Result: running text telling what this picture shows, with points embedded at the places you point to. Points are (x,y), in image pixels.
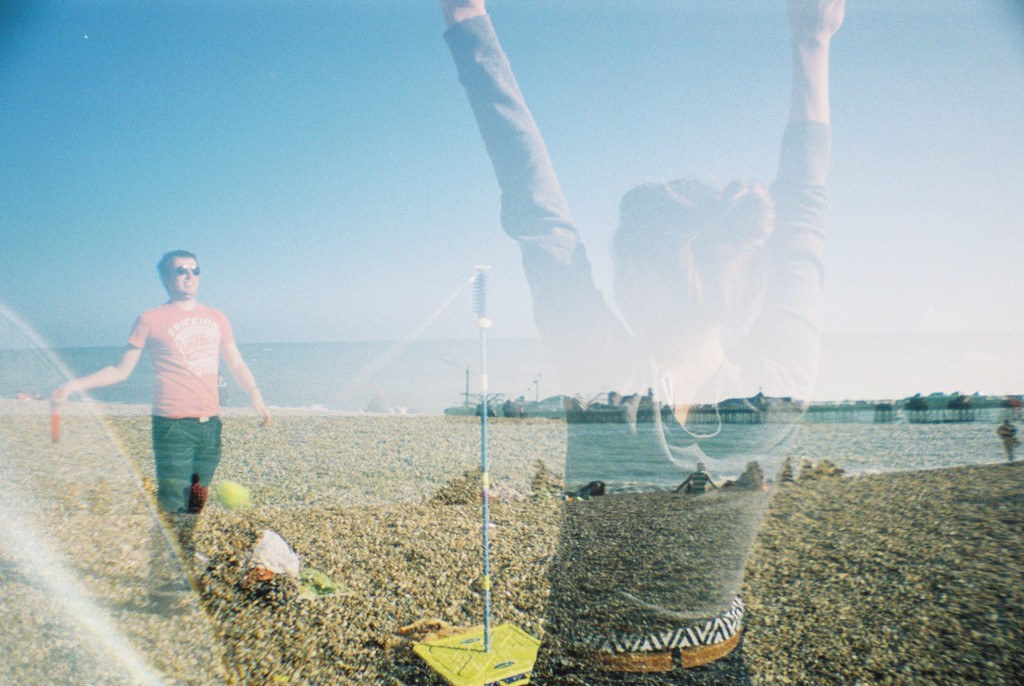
On the left side of the image (212,433) we can see a man (189,361) standing. In the center (627,337) there is a lady (674,542). In the background (355,378) we can see a sea (332,377), a pole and sheds (732,403). At the top (367,100) there is sky (319,99).
